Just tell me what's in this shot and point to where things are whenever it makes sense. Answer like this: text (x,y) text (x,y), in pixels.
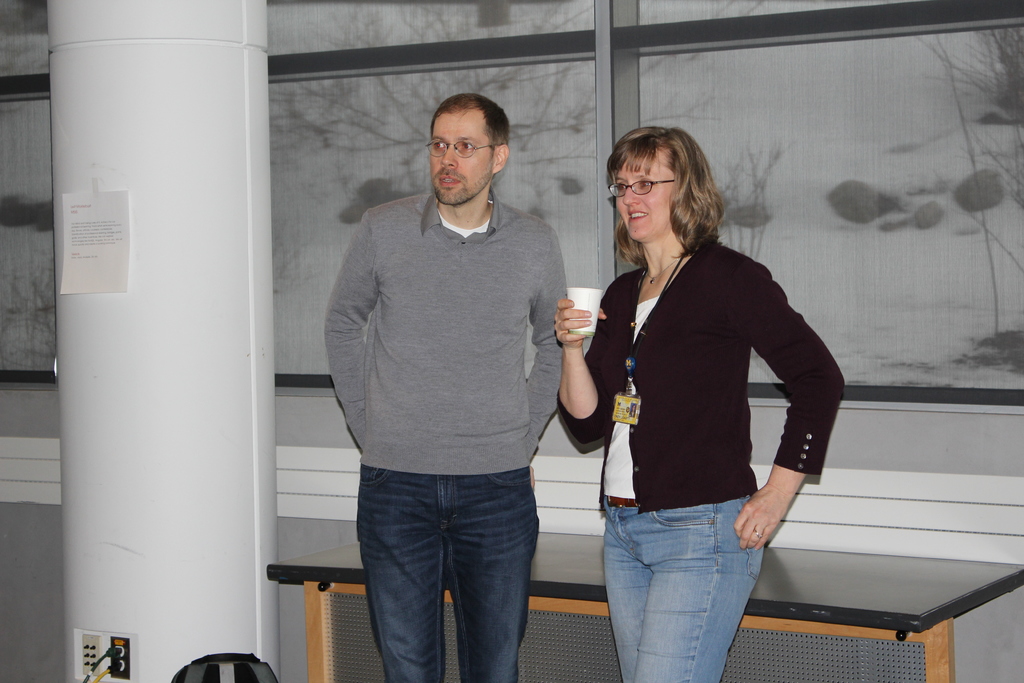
In this image I can see one man (440,326) and woman (650,380) are standing and looking at the left side of the image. The man (433,384) is wearing t-shirt (474,295) and the woman (654,334) is wearing black color jacket (672,326) and holding a glass (588,303) in her right hand (575,313). On the left side of the image (165,225) there is a pillar (164,367). In the background (880,414) I can see a wall (909,448). Just beside the person (409,596) there is a bag (216,667).
